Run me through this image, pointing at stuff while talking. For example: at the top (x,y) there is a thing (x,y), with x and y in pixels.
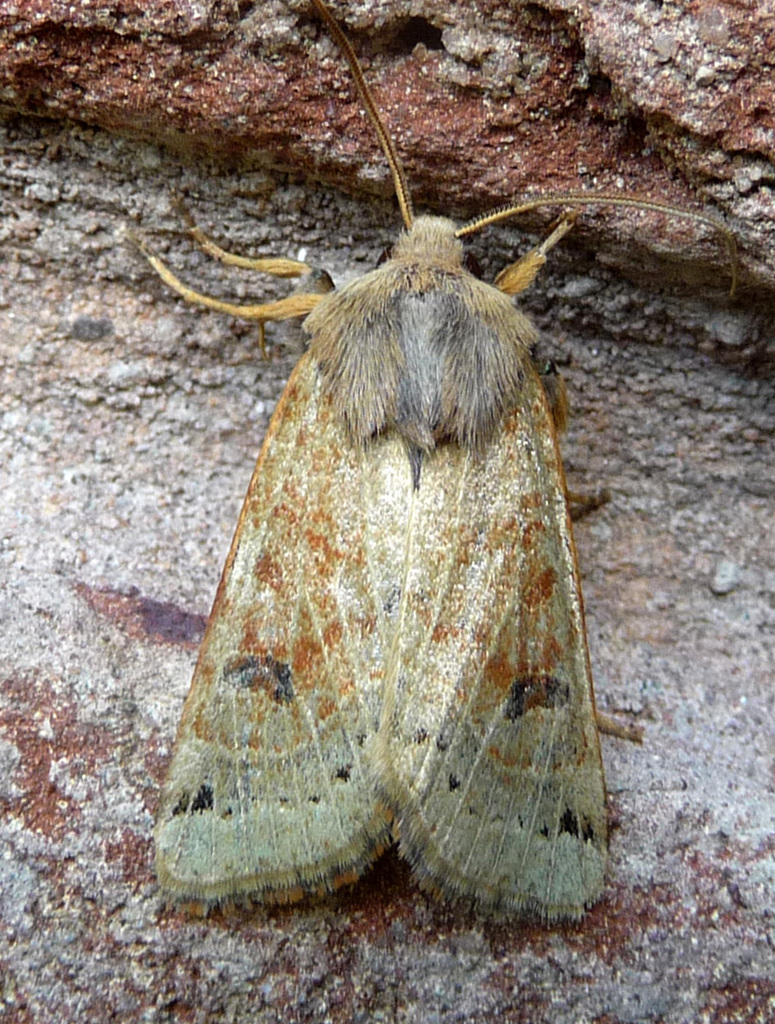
In the center of the image (413,503), we can see an insect (310,549) and in the background (250,419), there is a rock (272,362).
